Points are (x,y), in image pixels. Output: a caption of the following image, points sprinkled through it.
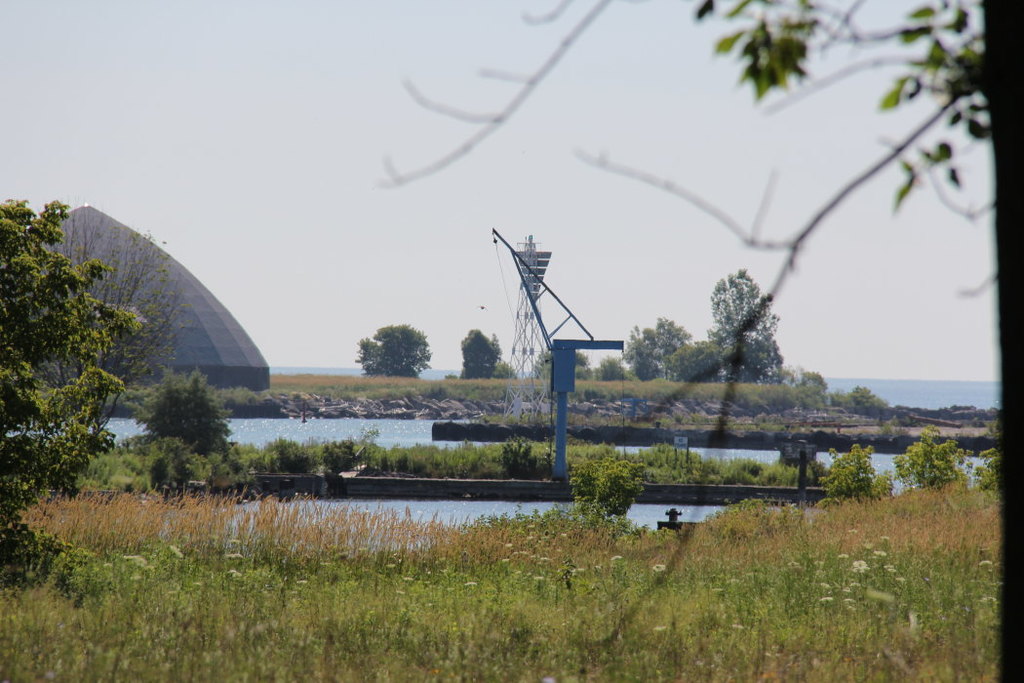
In the image the land (314,574) is covered with grass (659,602) in the front (430,541) and followed by a lake (432,441), it seems to be a tomb (174,344) on the left side (87,229) and above its sky (345,117).
